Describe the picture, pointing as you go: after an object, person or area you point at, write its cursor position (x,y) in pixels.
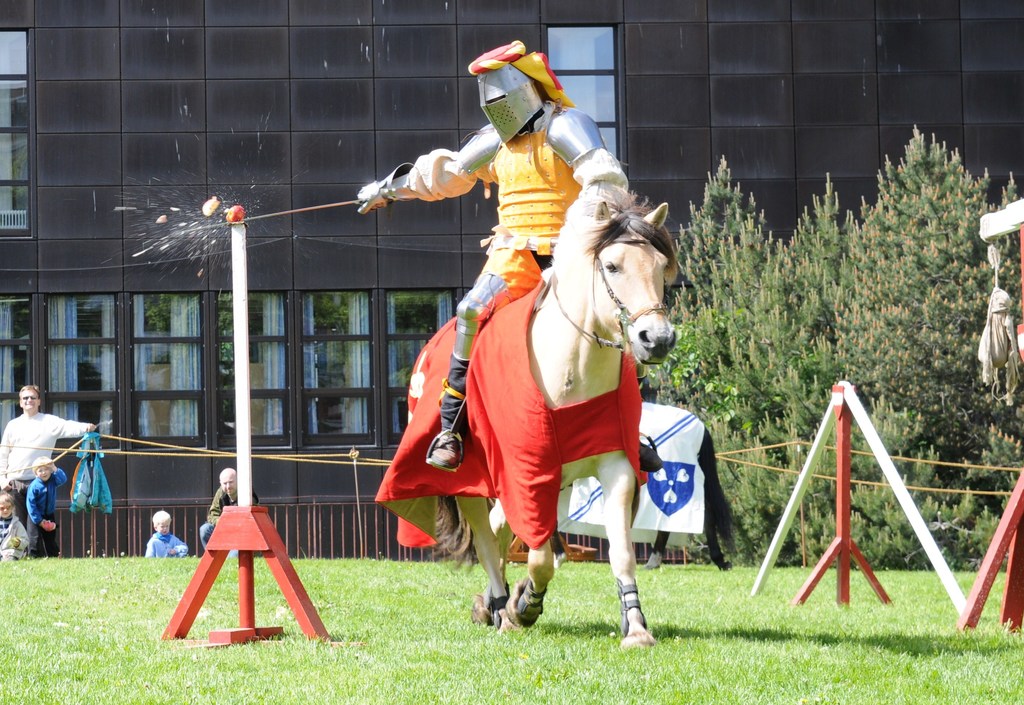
Here we can see that a horse (549,327) on the grass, and a person (485,163) sitting on it and holding some object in the hands (370,188), and at back (364,45) there is the building (374,57), and here are the trees (718,353), and here is the rope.
